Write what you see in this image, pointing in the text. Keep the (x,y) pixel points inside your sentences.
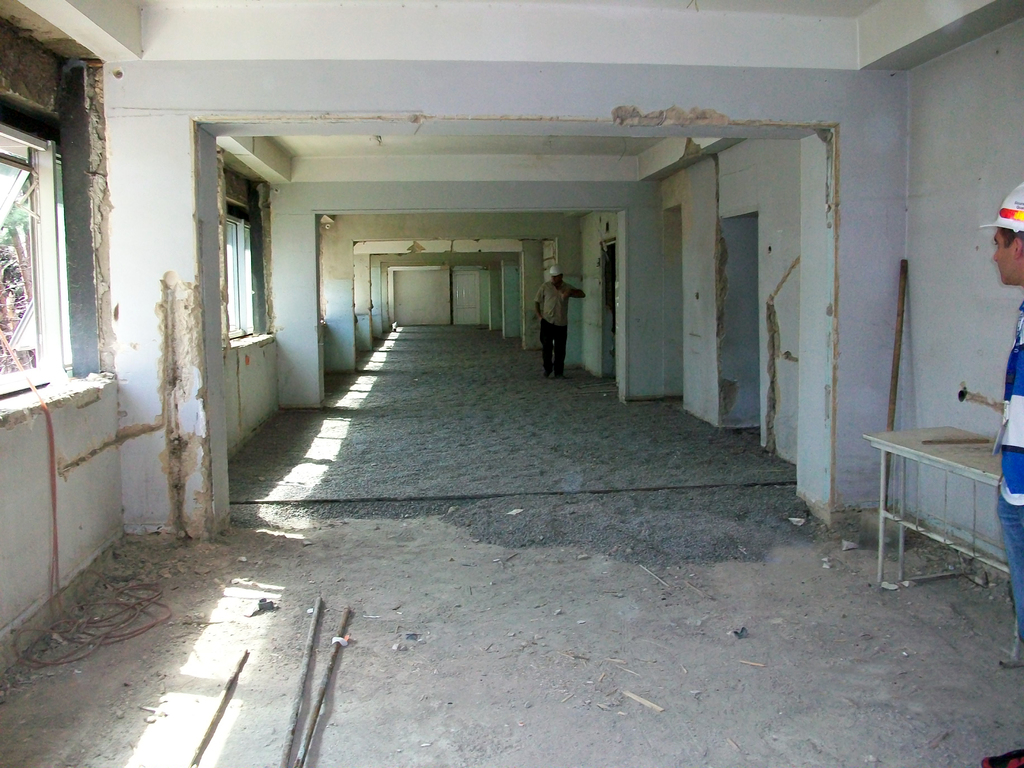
In this image we can see this person (1017,564) wearing T-shirt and helmet (1011,203) is standing on the floor (833,665). Here we can see the windows (241,282), a person (545,307) standing here, we can see tables (972,446) and the sticks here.
